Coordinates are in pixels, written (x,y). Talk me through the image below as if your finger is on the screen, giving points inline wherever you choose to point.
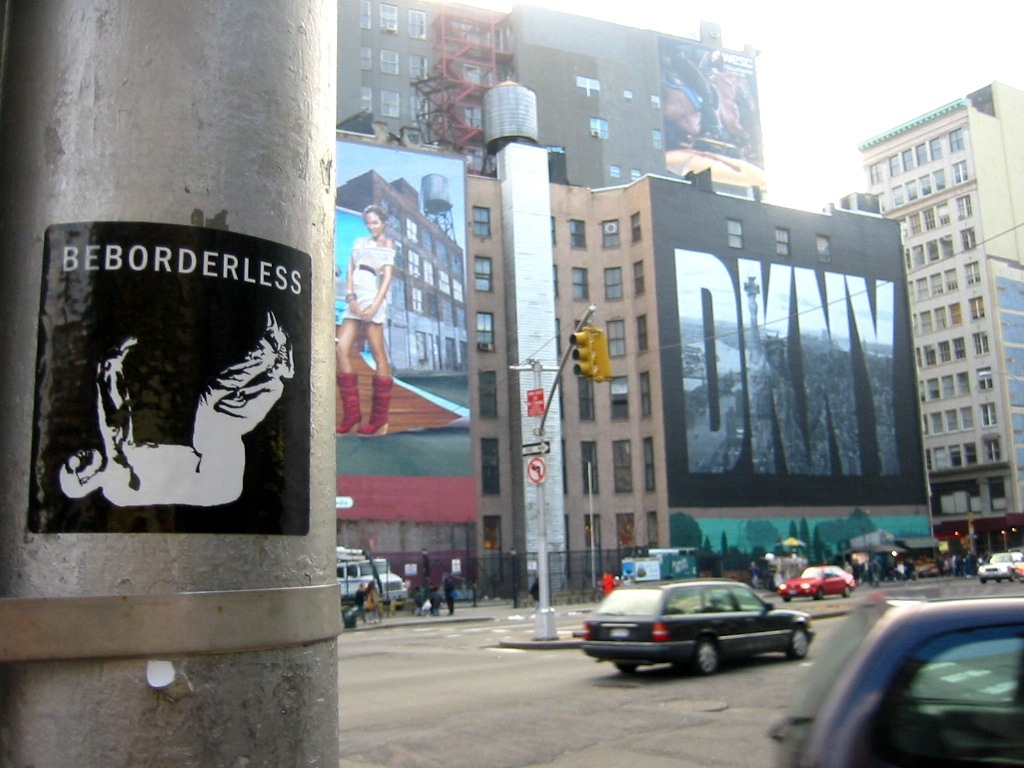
In this image we can see the buildings (916,343), hoardings (434,339) and also the vehicles (745,583) passing on the road (573,756). We can also see a sign board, traffic signal light pole (541,438), wire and also the lights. We can see the fence (595,555). On the left (274,170) we can see the pole (300,211) and we can also see a sticker (129,392) attached to the pole (164,166). We can also see some people (452,588).
